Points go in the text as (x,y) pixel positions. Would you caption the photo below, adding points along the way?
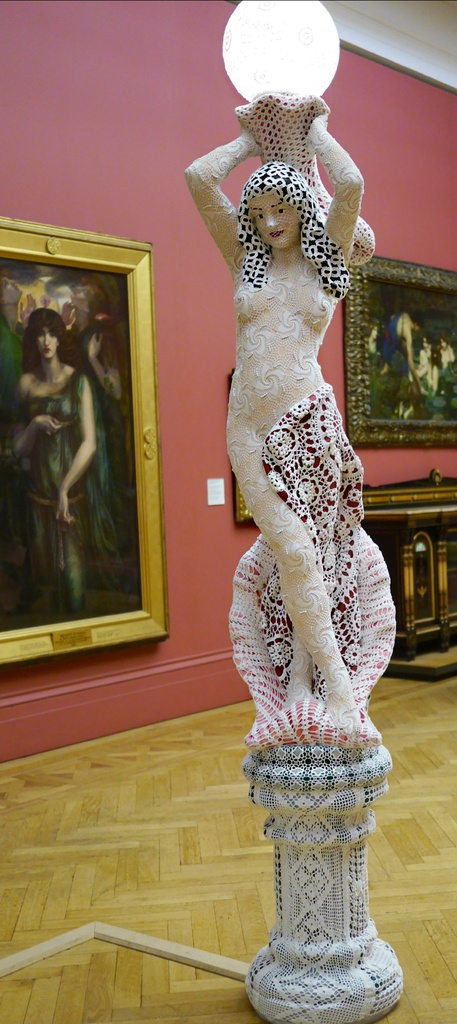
In the picture we can see a sculpture (352,626) of a woman (352,642) holding a light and behind it we can see a wall (424,108) with some photo frames (153,579) and some painting (85,282) on it.
